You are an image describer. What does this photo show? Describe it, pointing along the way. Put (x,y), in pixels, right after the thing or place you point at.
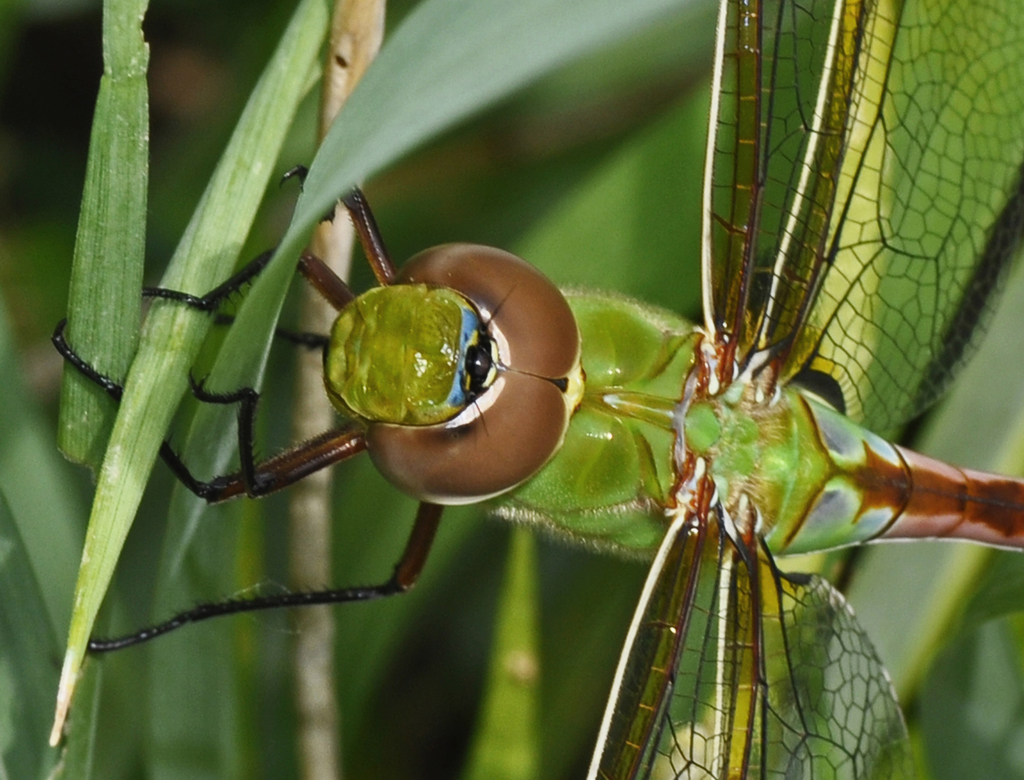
In this image we can see a dragonfly (553,386) on the plant (268,285), it is in green color, there are the wings (863,761), the background (38,22) is blurry.
